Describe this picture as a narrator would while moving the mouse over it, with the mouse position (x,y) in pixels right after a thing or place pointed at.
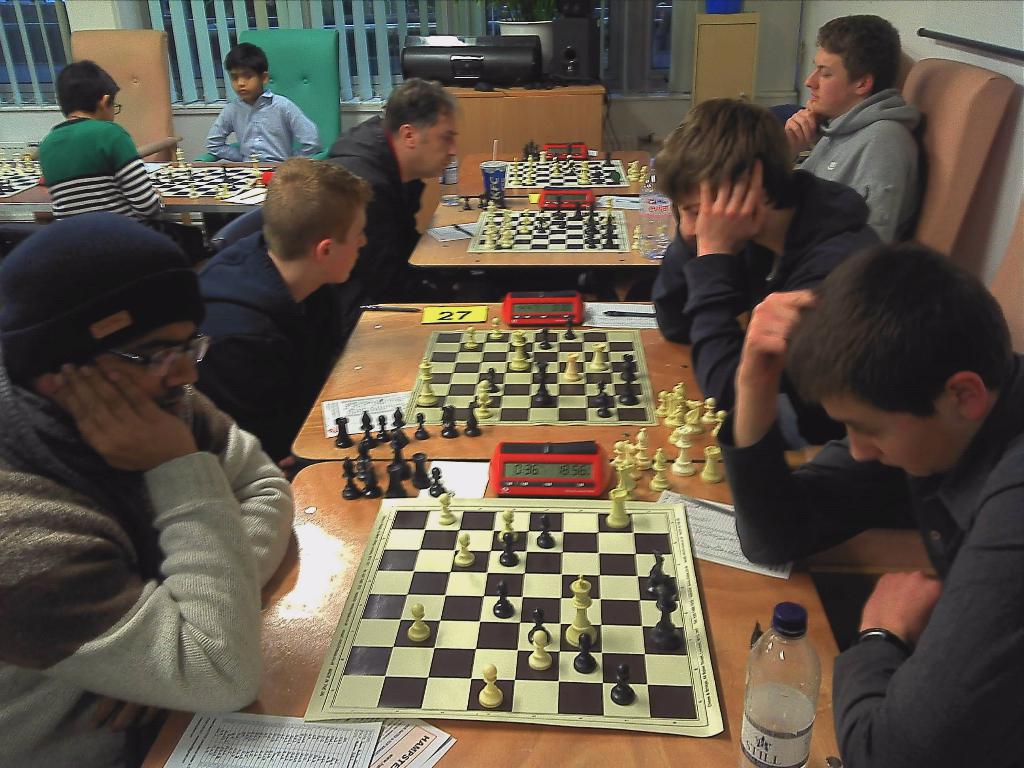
This picture shows a group of people (380,183) sitting on the chairs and playing chess (484,507) on the table (416,258) and we see water bottle (783,731) and papers (399,753) on the table (469,760).
